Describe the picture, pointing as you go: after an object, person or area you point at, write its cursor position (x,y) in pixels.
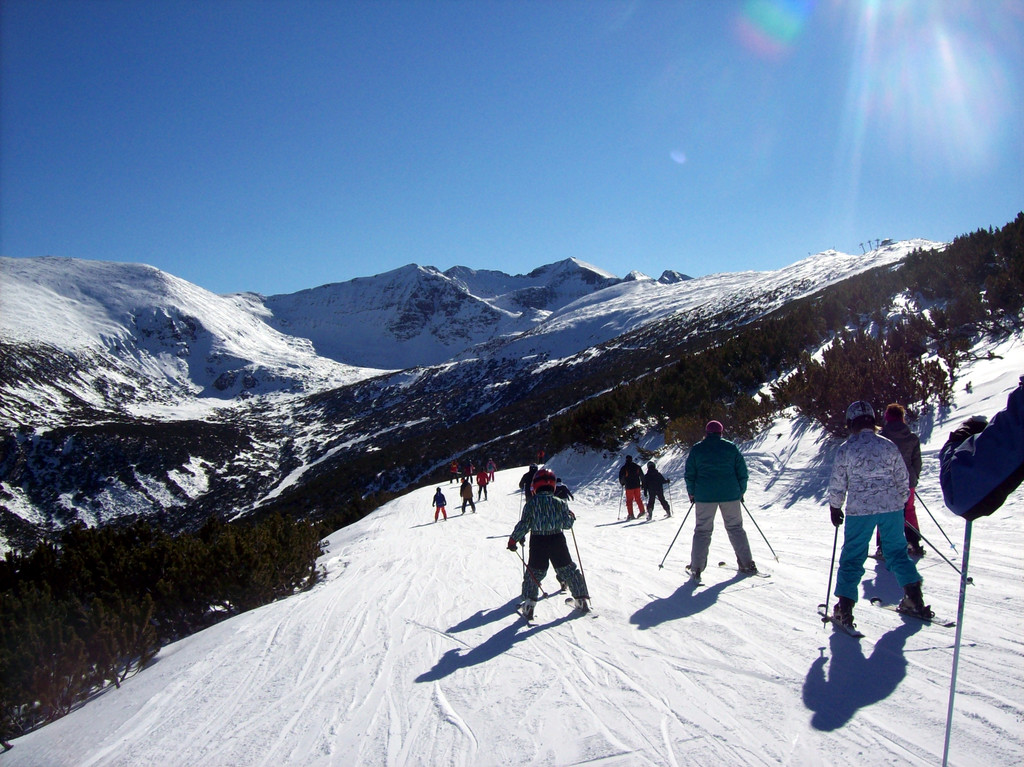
In the center of the image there are many people (915,607) skiing. In the background of the image (456,384) there are mountains (153,268). At the bottom of the image (385,715) there is snow (272,724).
